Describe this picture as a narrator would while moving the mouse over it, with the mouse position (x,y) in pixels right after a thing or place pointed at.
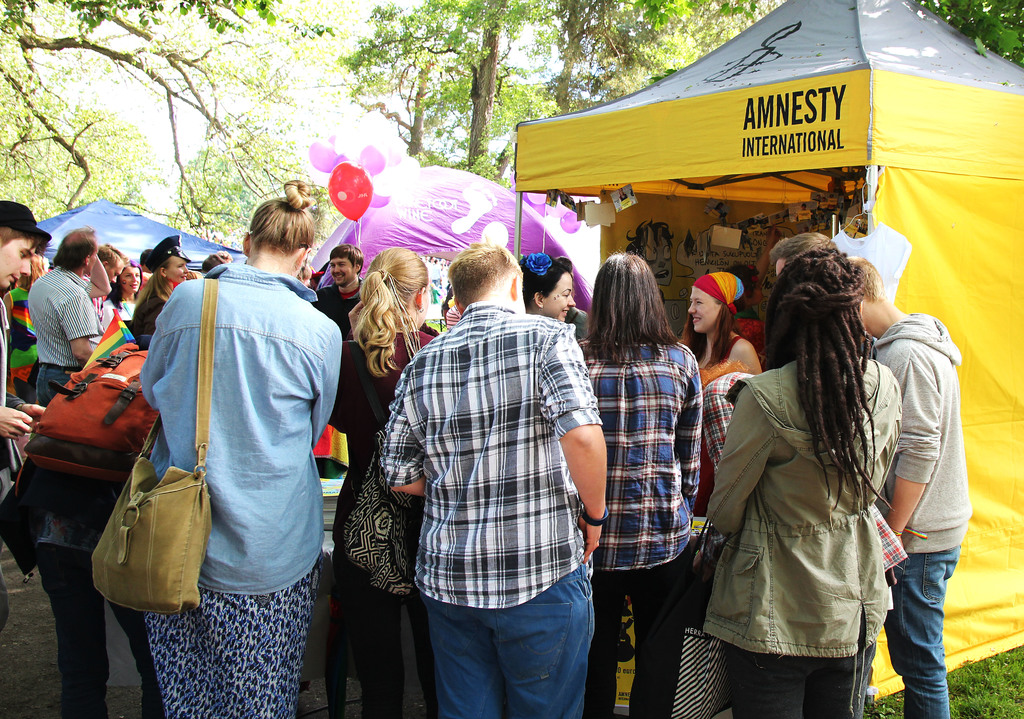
In the image it looks like a Expo there is a lot of crowd (794,557) outside the stalls (977,593), in the image there are total three stalls (965,566), in the background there are some trees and sky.
